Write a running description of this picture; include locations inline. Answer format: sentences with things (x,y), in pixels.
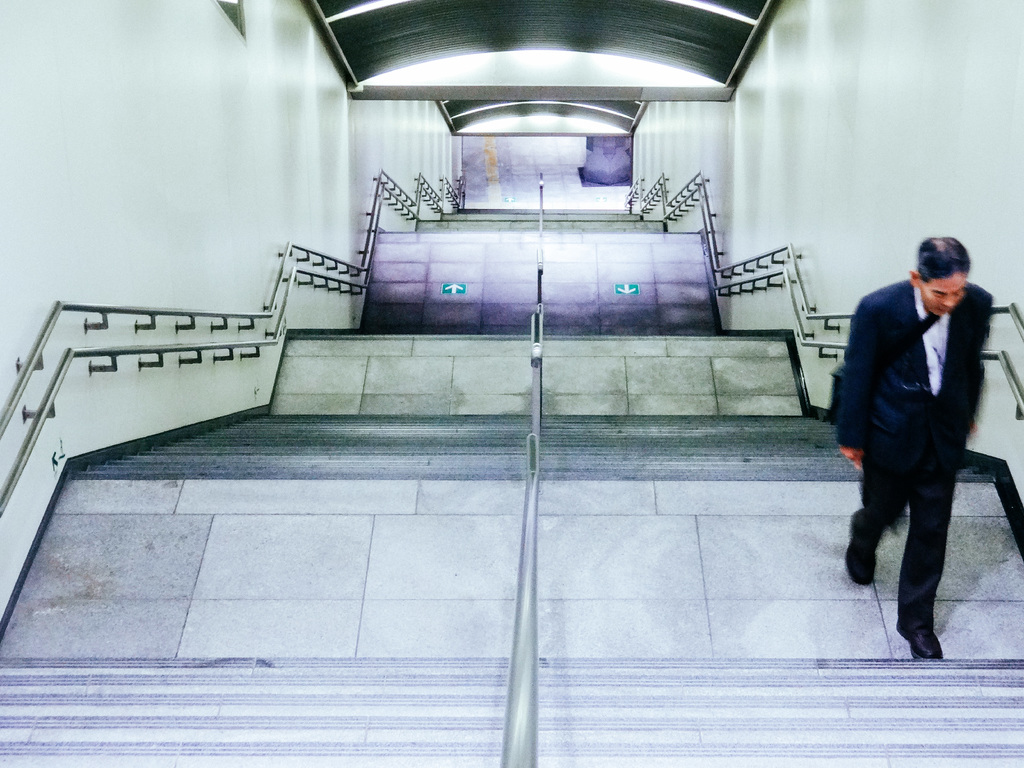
This picture is clicked inside. On the right (881,324) there is a person (886,430) wearing suit (910,422), sling bag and walking on the ground (600,565). In the background (379,153) we can see the floor (532,150), walls (156,113) and the stairs (592,432) and the handrails (706,226).
